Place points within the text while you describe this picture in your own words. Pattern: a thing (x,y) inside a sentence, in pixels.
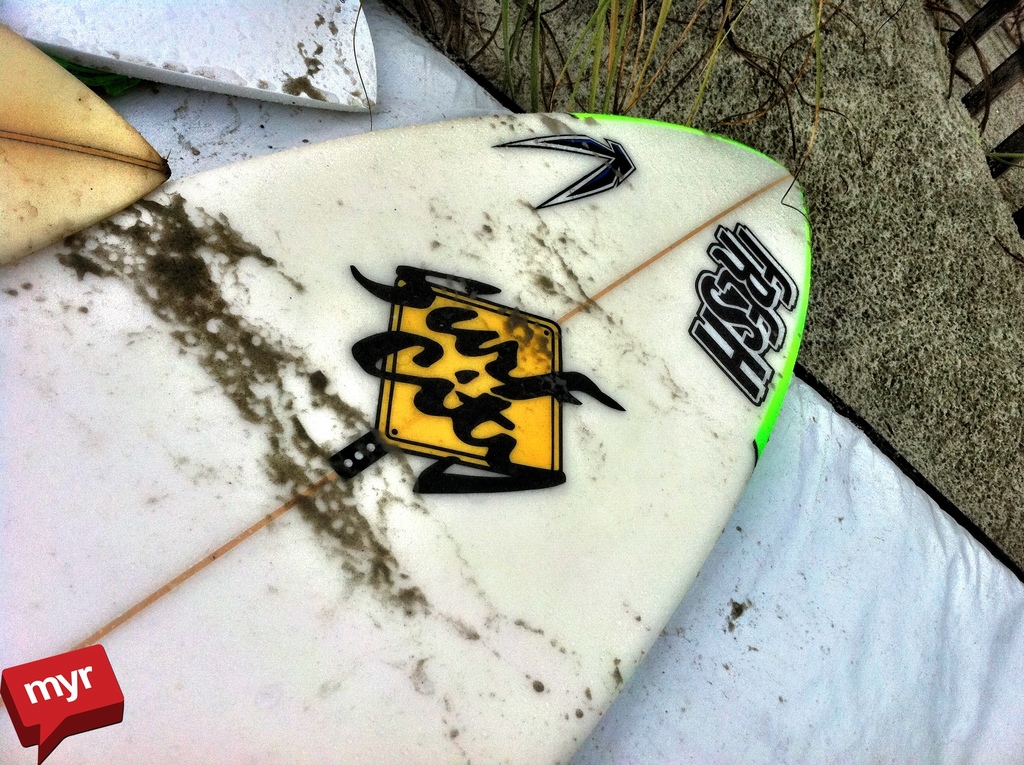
In this picture there is a surfing boat (608,460) in the center of the image (442,484), there are other two boats (96,218) in the top left side of the image (158,67).
